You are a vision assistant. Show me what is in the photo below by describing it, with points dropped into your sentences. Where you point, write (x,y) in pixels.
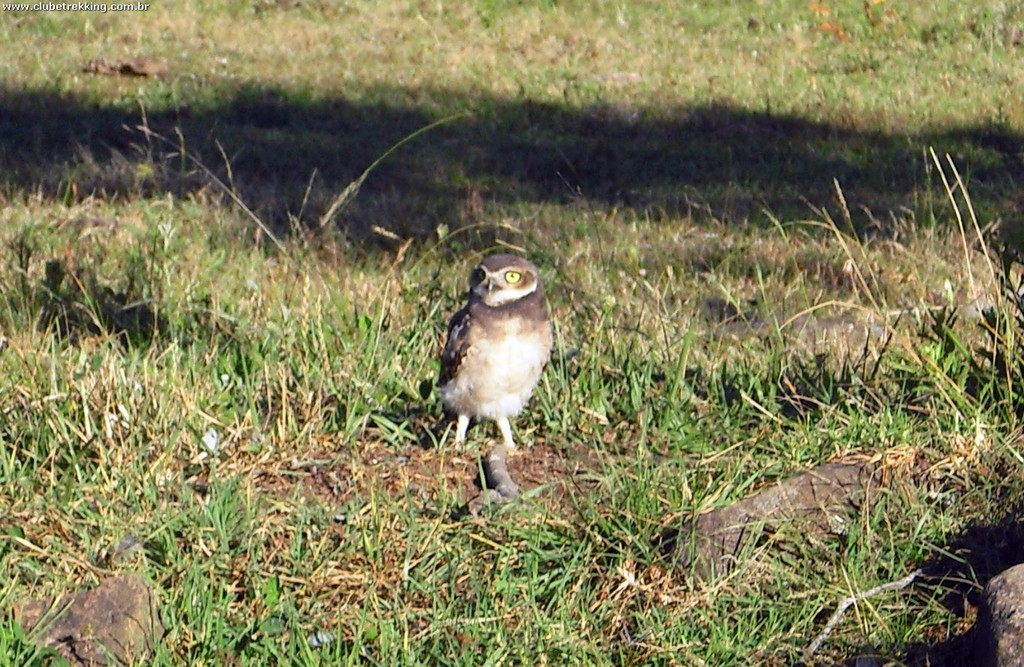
This image is clicked outside. There is grass (415,442) in this image. There is a bird (491,358) in the middle (502,397).
